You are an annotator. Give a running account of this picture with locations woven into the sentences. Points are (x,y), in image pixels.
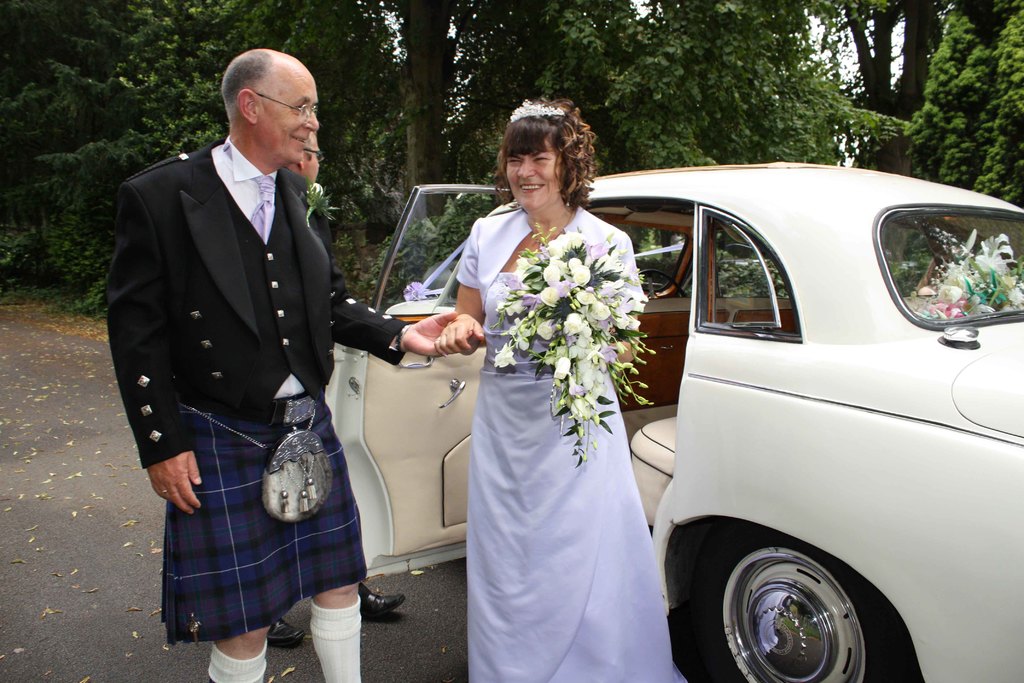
In this image on the left hand side (252,295) we can see two persons (265,299) standing. In the middle (555,275) we can see a woman (519,378) holding flowers (564,379) and we can also see a car (832,257) and trees (824,42).
